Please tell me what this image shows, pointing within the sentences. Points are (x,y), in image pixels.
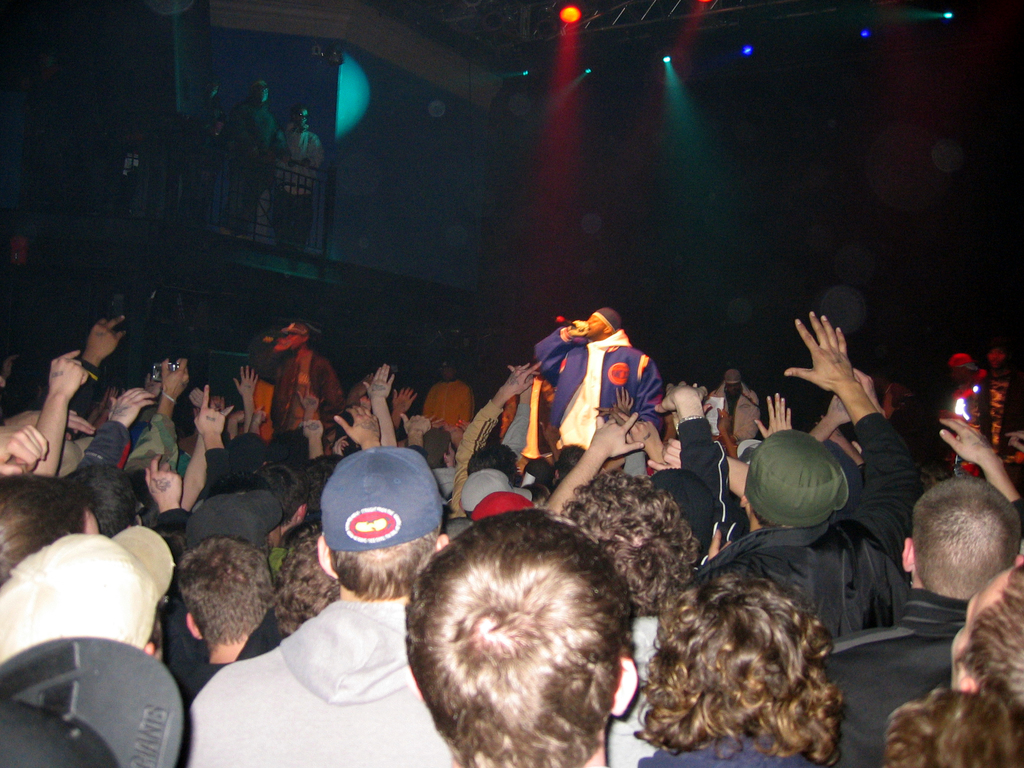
At the bottom of the image (150,706), we can see a group of people (34,730). Few people (359,459) are wearing caps (125,618). Background (999,285) we can see dark, lights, railing (256,229) and people (278,138).
